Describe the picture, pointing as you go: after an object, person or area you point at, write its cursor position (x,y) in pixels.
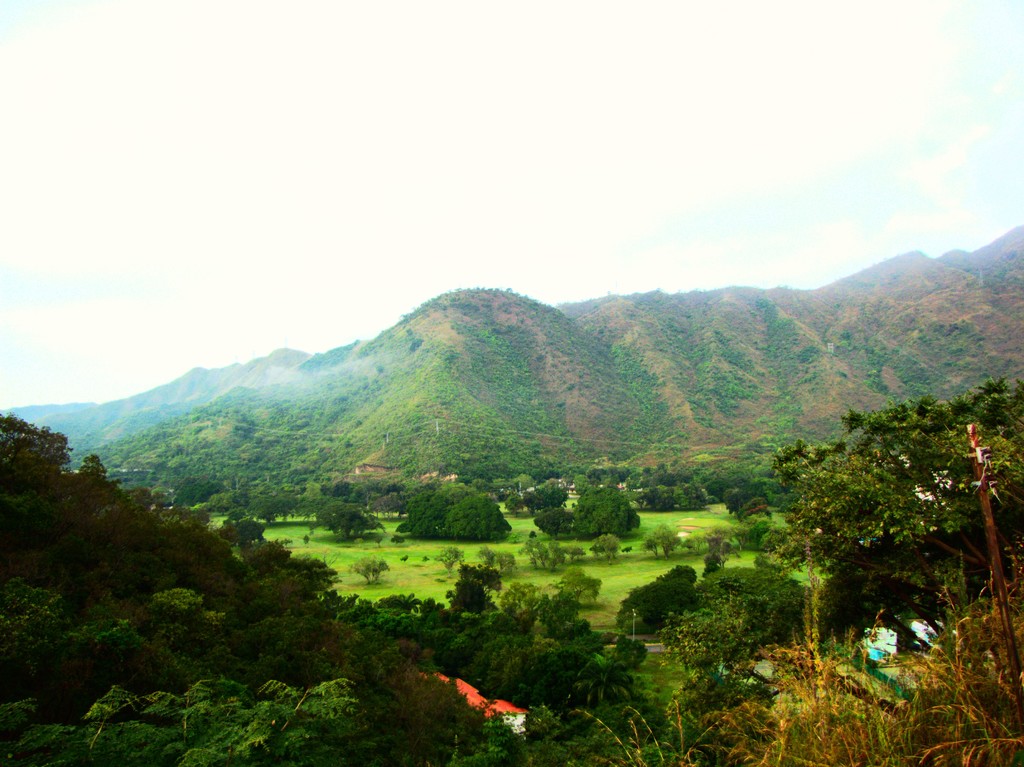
We can see trees (674,589) and grass (653,692), right bottom of the image (796,653) we can see grass (917,721). In the background (516,385) we can see hills (960,270) and sky (698,255).
